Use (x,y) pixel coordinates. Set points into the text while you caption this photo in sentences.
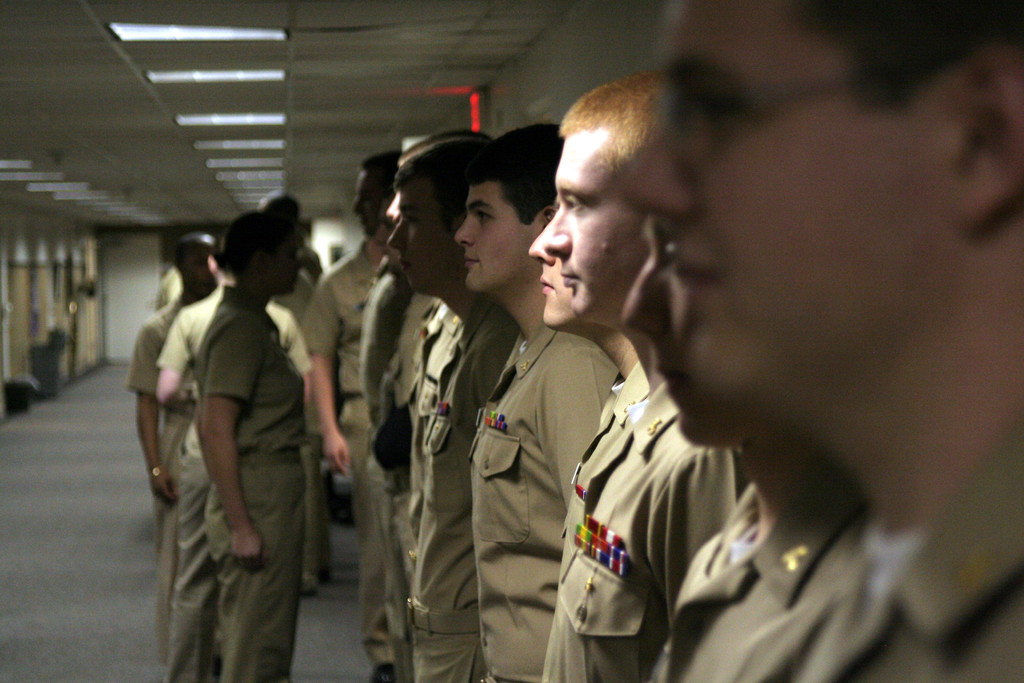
In this image I can see there are few people (541,490) standing on to right (701,576) and they are wearing uniforms (375,379) and there are few rooms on to left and lights (163,37) attached to the ceiling (131,22).
